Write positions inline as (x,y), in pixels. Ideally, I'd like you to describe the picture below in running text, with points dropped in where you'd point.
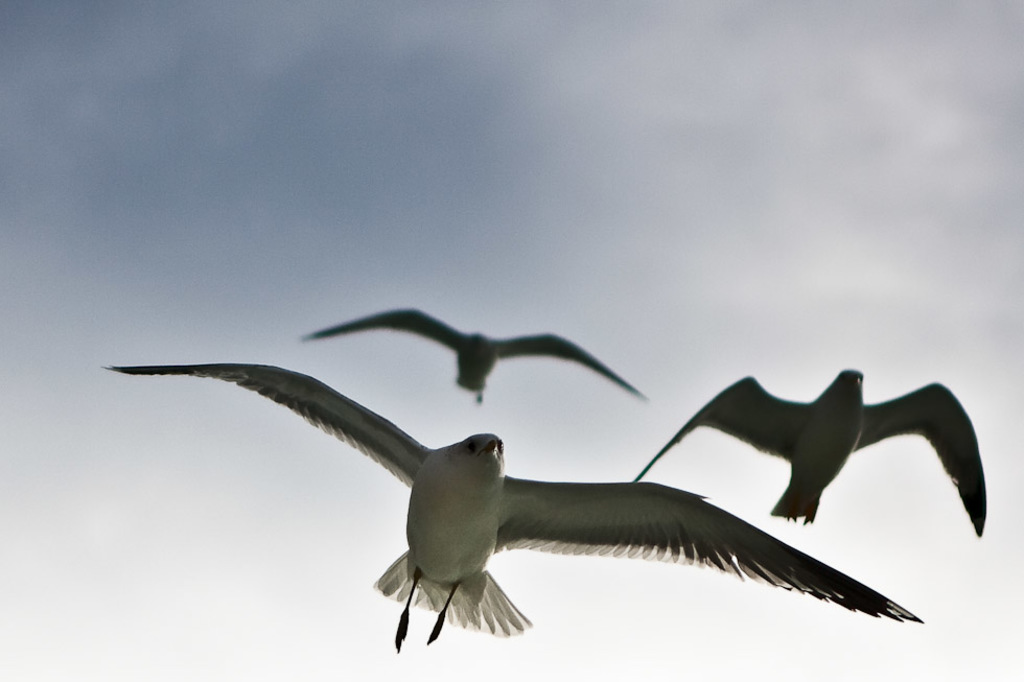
In this image we can see three birds (931,419) flying and in the background (153,294) there is the sky (863,142).
